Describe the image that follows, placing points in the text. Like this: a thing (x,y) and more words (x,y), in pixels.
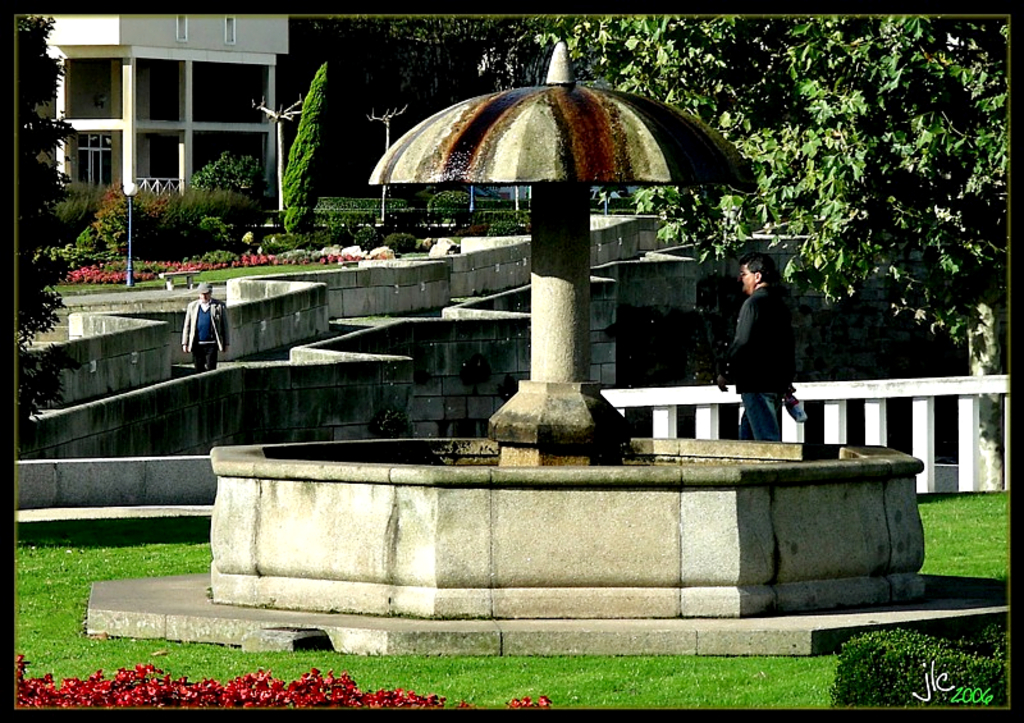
In this image we can see a fountain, plants (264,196) and grass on the ground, a person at the fence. In the background (204,331) we can see a person (222,326), plants (383,419) and grass (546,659) on the ground (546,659), trees (342,83) and a building (100,94).
